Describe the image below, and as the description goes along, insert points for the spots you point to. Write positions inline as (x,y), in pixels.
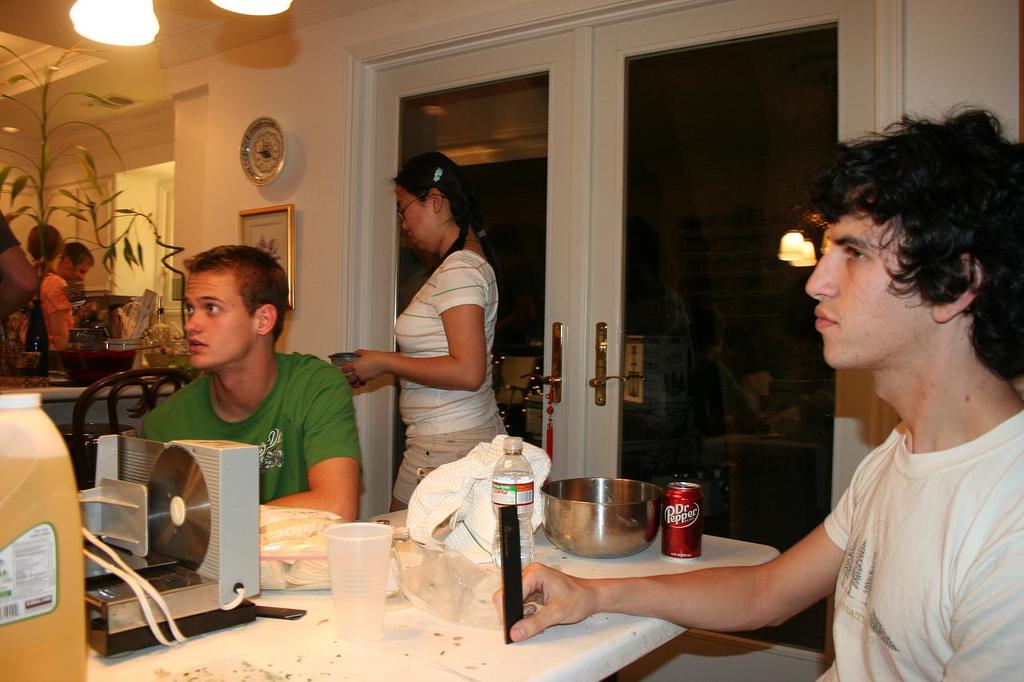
The two boys (275,290) are sitting on the table (524,669) and looking at the left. In the center (419,348) a girl (436,345) is walking and a glass door (634,319) is there.
